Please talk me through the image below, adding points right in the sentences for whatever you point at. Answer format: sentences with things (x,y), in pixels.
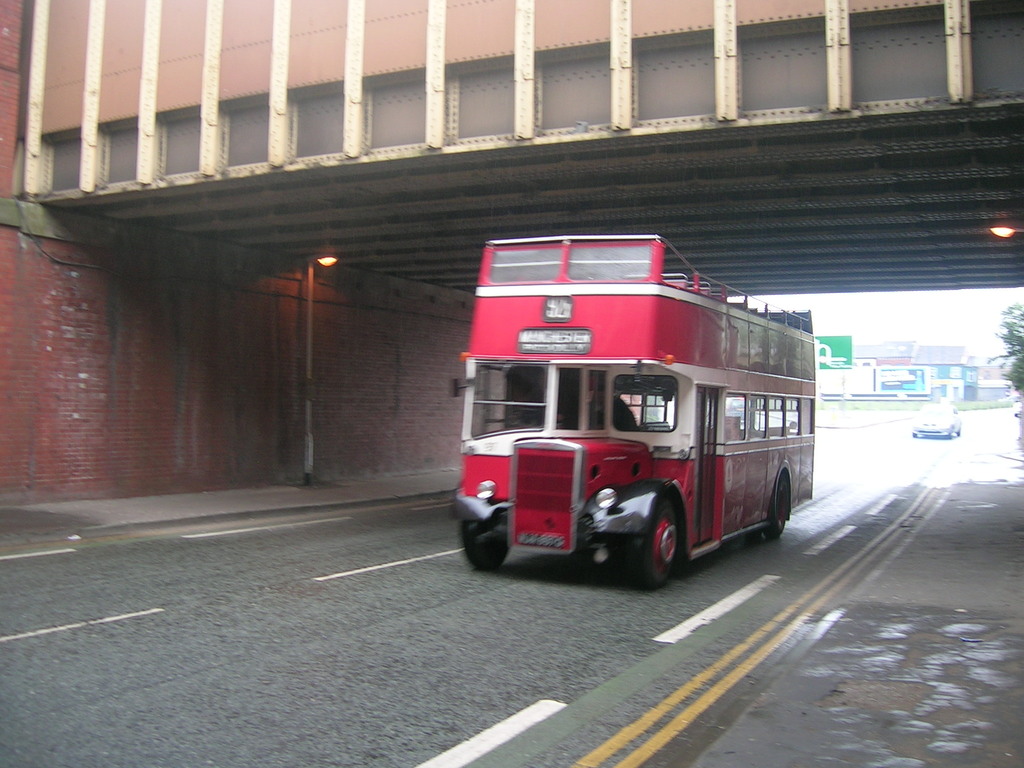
In this picture there is a bus (512,525) in the center of the image (533,378), which is red in color and there are posters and a car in the background area of the image (839,339), it seems to be there is a bridge (278,64) at the top side of the image (442,73) and there are lamps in the image.
